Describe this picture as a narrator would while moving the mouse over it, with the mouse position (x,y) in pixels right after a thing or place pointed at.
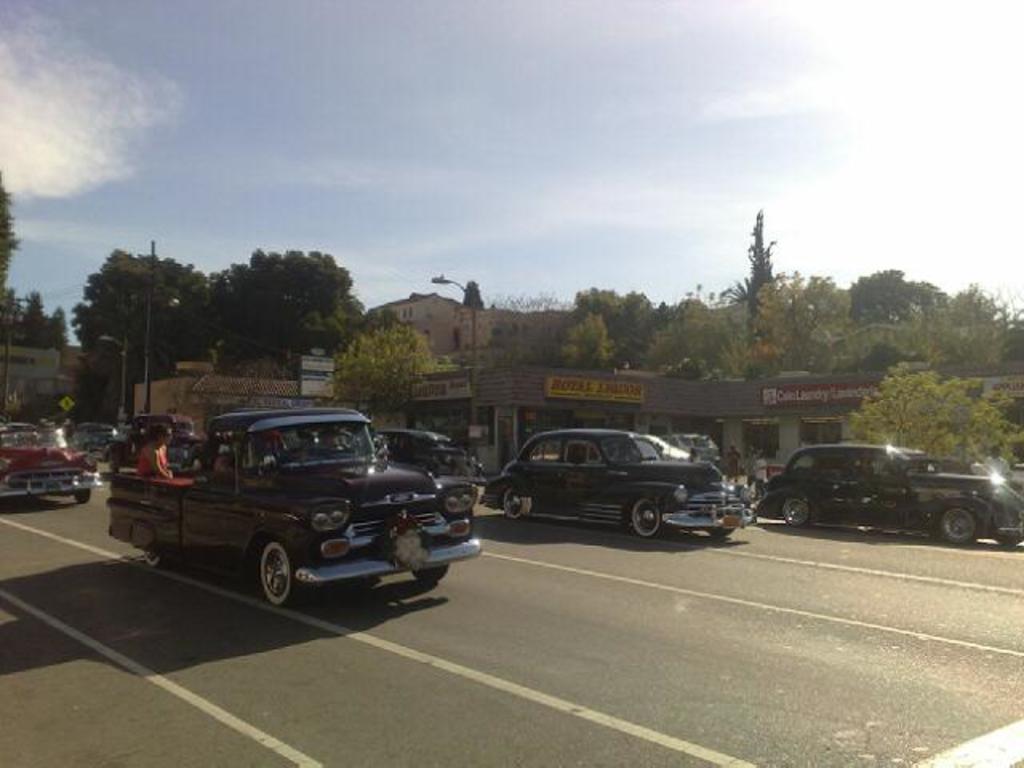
In this image we can see vehicles (932,459) moving on the road (886,594), we can see trees (214,368), houses (168,383), light poles (148,291) and the sky (341,221) with clouds (116,141) in the background (593,234).
